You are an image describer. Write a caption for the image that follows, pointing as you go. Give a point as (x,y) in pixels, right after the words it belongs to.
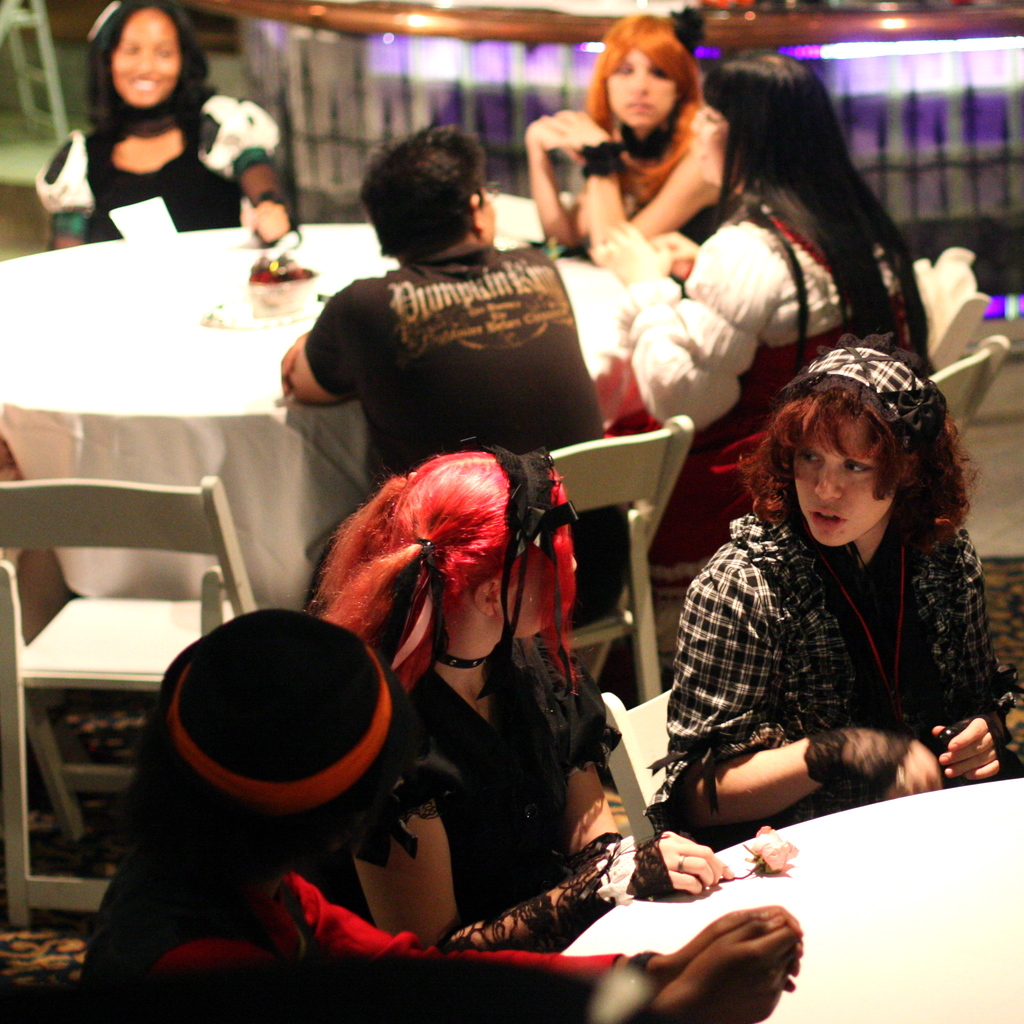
In this picture I can see few women (399,626) sitting in the chairs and I can see couple of tables (900,930) and looks like a ladder (43,18) on the top left corner of the picture (52,118).
